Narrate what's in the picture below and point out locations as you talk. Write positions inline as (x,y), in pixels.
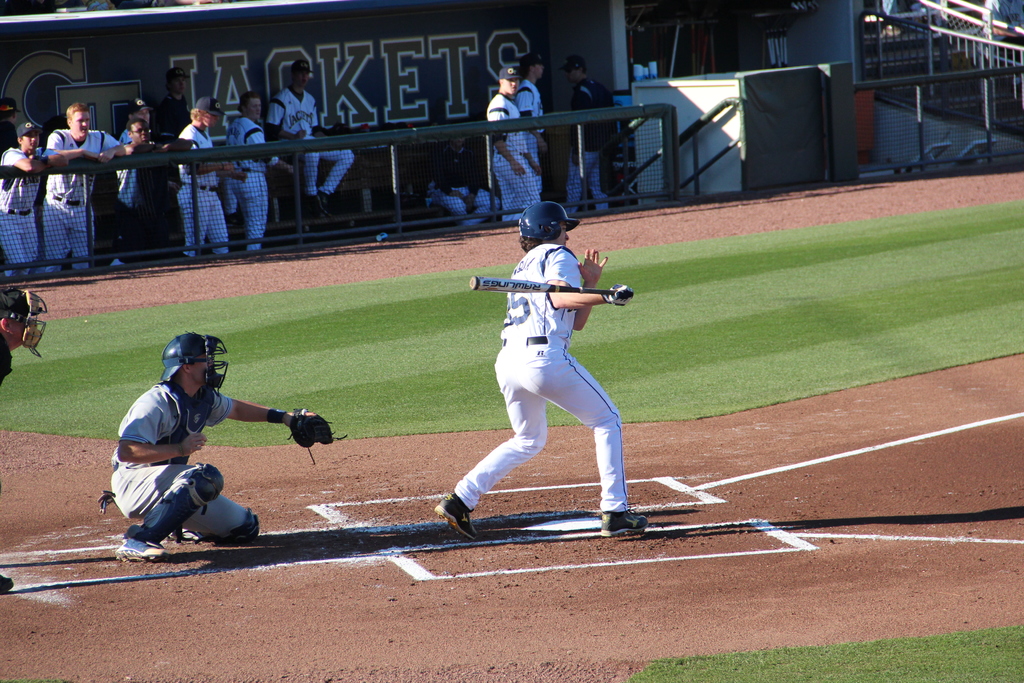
In this image we can see three persons (186,429) who are playing baseball person (516,369) wearing white color dress (568,334) holding baseball stick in his hands (619,289) and in the background of the image (41,202) there are some persons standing and some are leaning to the fencing (332,193), on the right side of the image (868,56) there are some stairs (941,44).
